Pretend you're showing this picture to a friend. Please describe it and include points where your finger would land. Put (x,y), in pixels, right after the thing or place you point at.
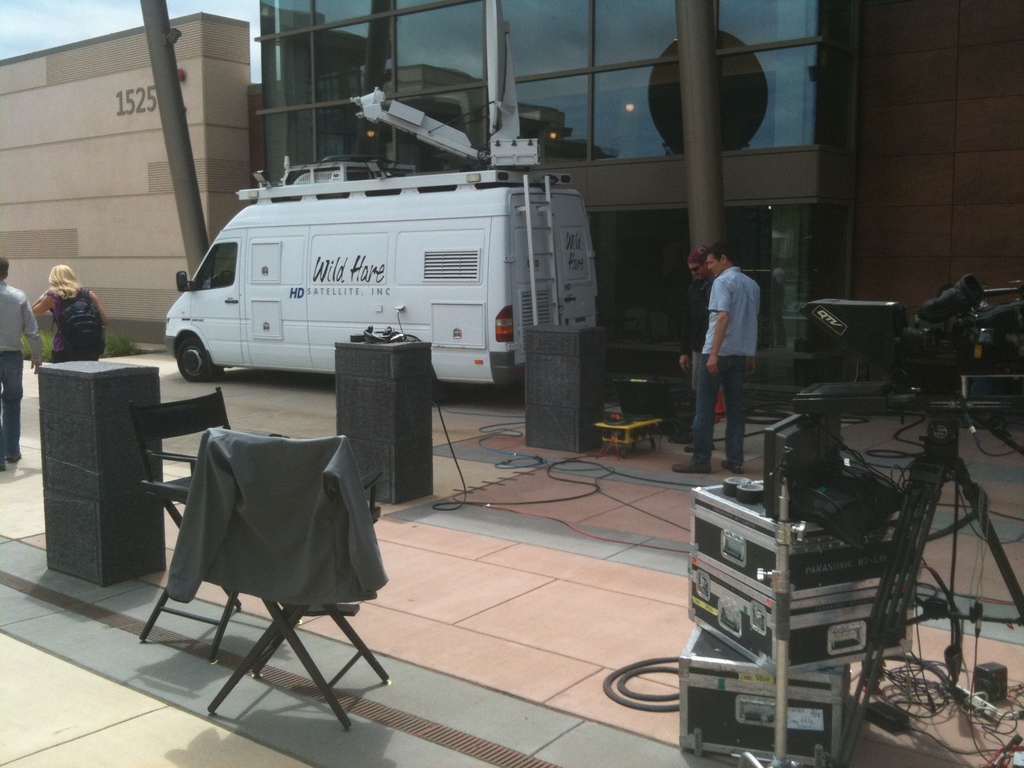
In this picture we can see some persons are standing on the road (559,607). There is a vehicle (480,227) and these are some electronic devices (824,741). On the background (771,276) there is a building (543,88) and this is sky (60,26).
